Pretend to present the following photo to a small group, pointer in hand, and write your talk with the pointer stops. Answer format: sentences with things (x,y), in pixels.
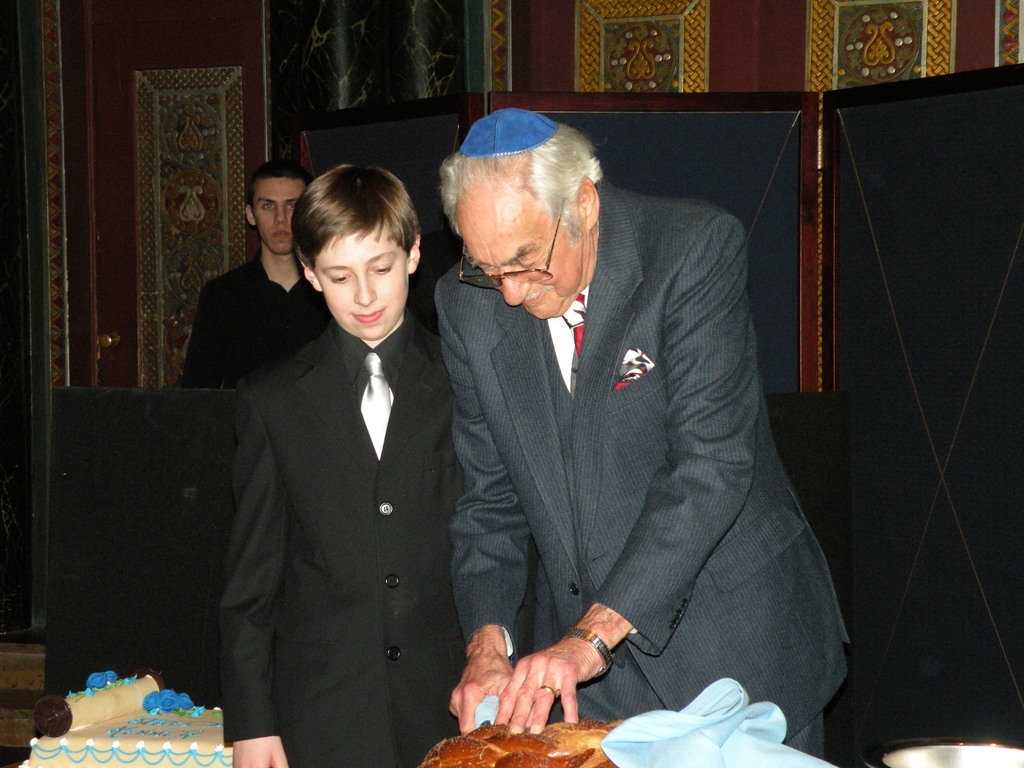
In the center of the image (419,326) we can see persons (350,514) standing at the table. On the table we can see cakes (510,749). In the background (144,157) we can see person (204,298), door (130,301) and wall (24,495).
